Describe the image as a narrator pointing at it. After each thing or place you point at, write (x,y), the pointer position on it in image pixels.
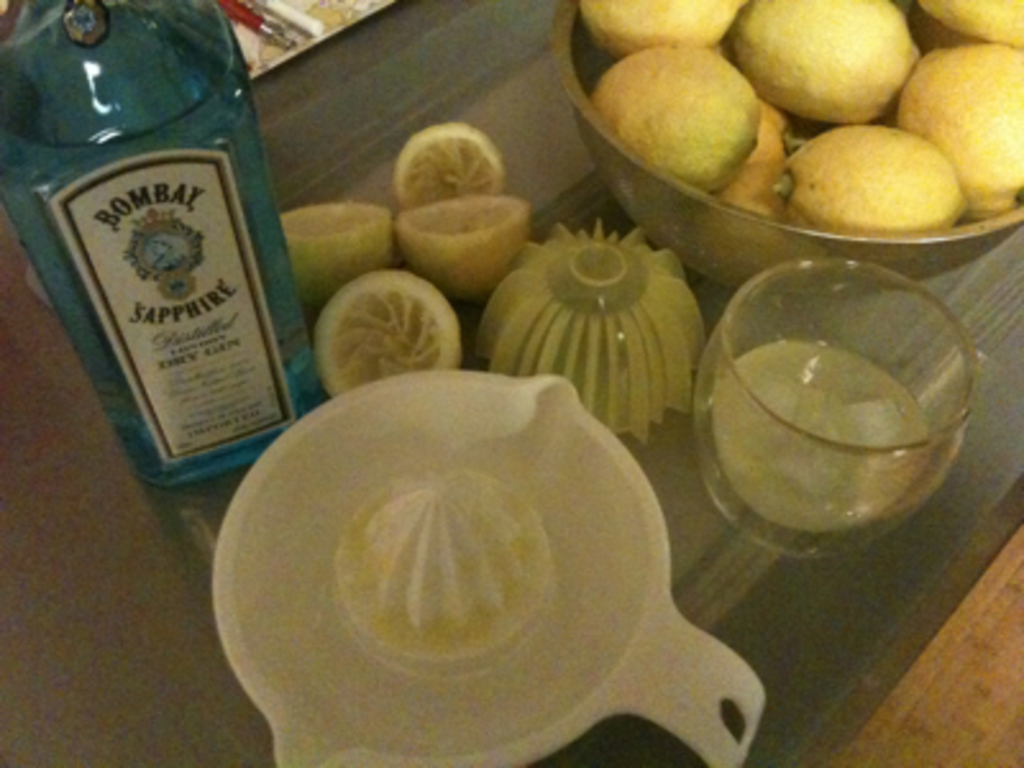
In the center of the image (577,406) there is a squeezer (578,452). There are fruits (754,170) in the bowl (817,181). There is a glass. There is a bottle (173,362). At the bottom of the image (118,517) there is table (578,764).
